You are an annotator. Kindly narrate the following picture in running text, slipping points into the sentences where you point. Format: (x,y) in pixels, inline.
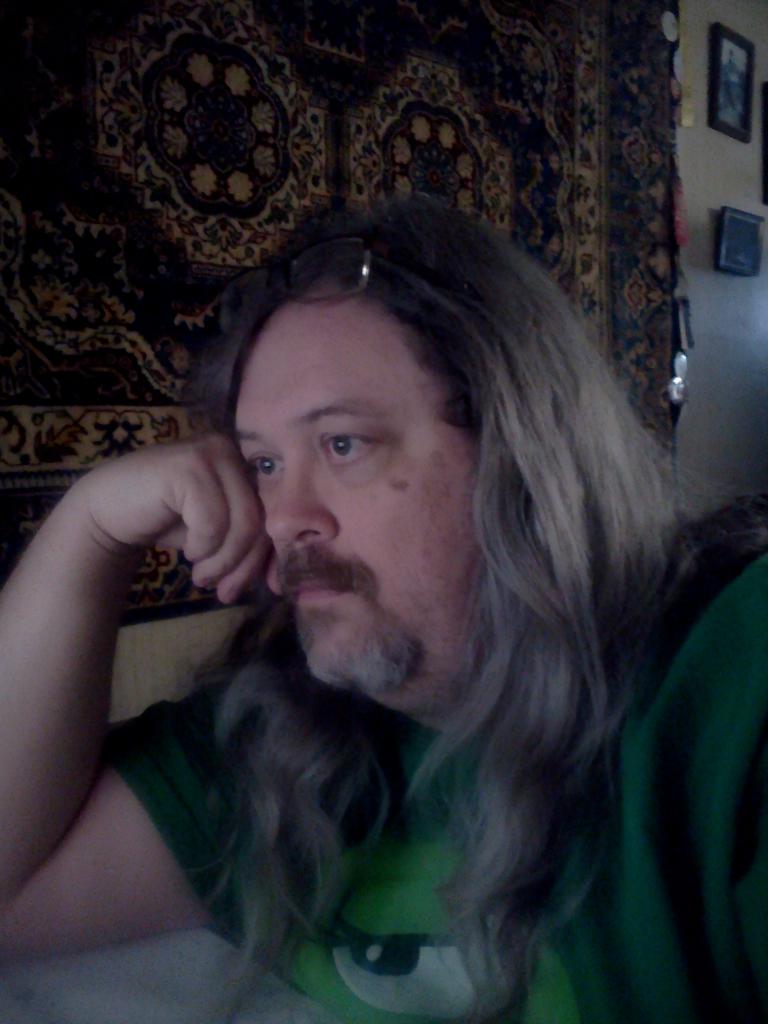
In this picture there is a man (10,945) who is sitting on the right side of the image (588,580), by placing his hand (207,572) on his cheek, there are portraits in the top right side of the image (717,42).
